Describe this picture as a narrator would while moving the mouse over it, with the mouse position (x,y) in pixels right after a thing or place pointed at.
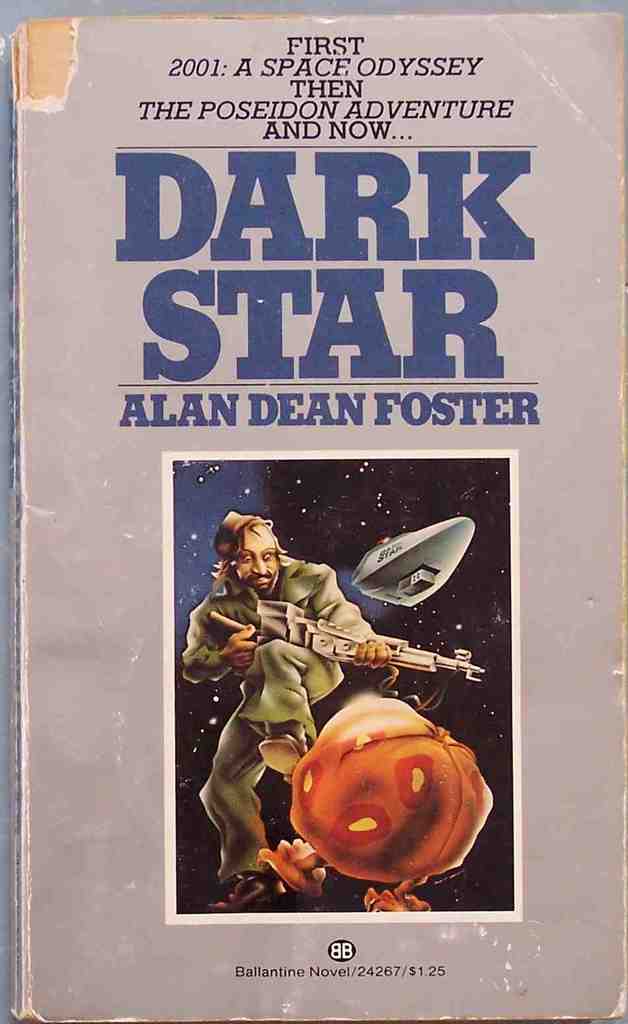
In the center of the image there is a book (103,42).
